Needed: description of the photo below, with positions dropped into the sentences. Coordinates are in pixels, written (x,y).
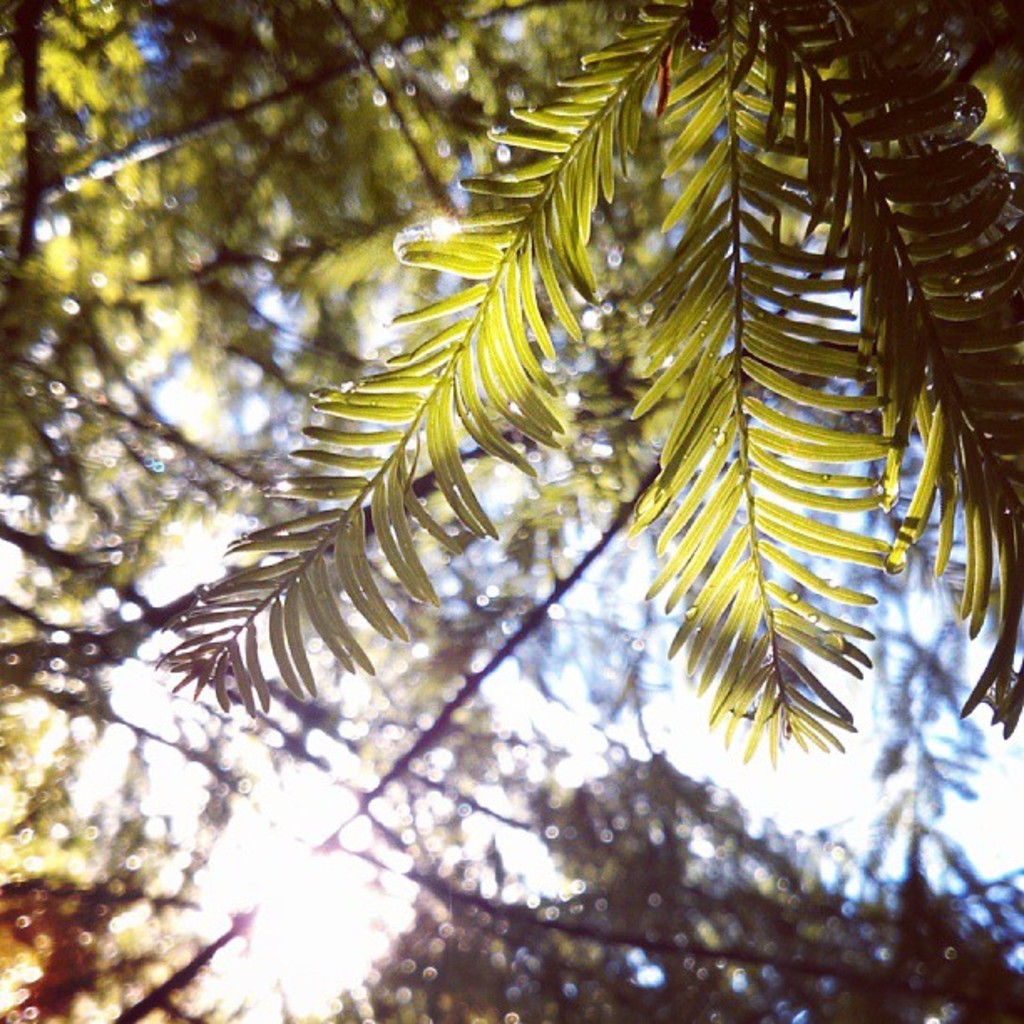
In the foreground of this picture (589,275), we can see leaves (722,168) of a tree (543,380) and in the background (132,495), there is a tree (189,241) and the sky (298,904).
